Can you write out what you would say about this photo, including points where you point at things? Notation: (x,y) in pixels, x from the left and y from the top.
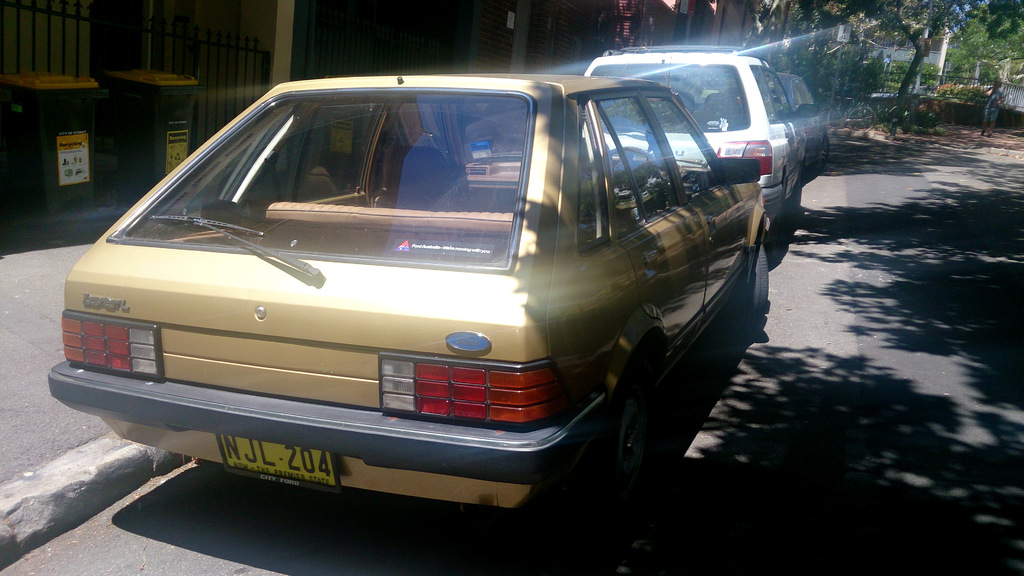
This picture shows few cars (580,137) parked and we see buildings (492,37) and trees (989,20) and we see a bicycle (859,107) and a human (991,109) standing and we see couple of dustbins (165,129).
